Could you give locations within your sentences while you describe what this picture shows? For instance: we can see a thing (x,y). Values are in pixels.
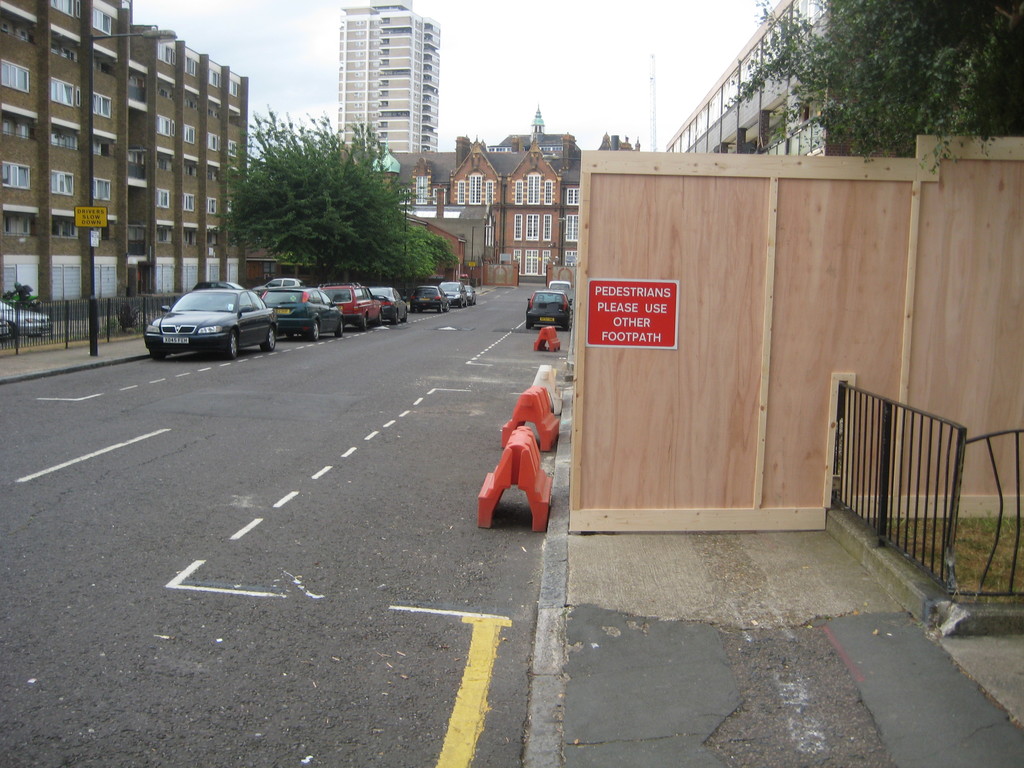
In the picture we can see a road (340,525) and beside it, we can see some cars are parked and beside it, we can see a railing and some trees (403,267) near it and some buildings (458,206) with windows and on the opposite side, we can see a wooden wall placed on the path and a red color board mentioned in that as pedestrians please use other footpath and behind it, we can see a part of the building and some plants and in the background (396,97) we can see a tower building (417,119) with many floors (409,88) and behind it we can see the sky (452,17).
